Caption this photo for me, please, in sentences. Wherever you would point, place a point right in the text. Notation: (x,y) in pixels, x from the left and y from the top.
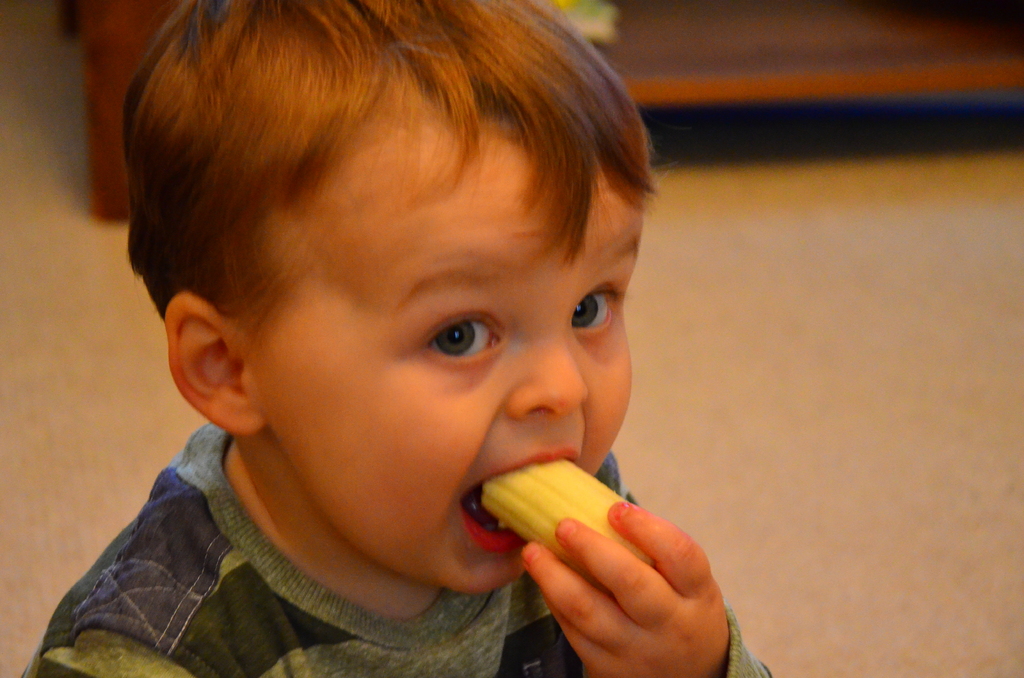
There is a small child (267,621) eating a piece of banana (540,539). In the background (665,379) there is floor (804,222) and it is blurred.
